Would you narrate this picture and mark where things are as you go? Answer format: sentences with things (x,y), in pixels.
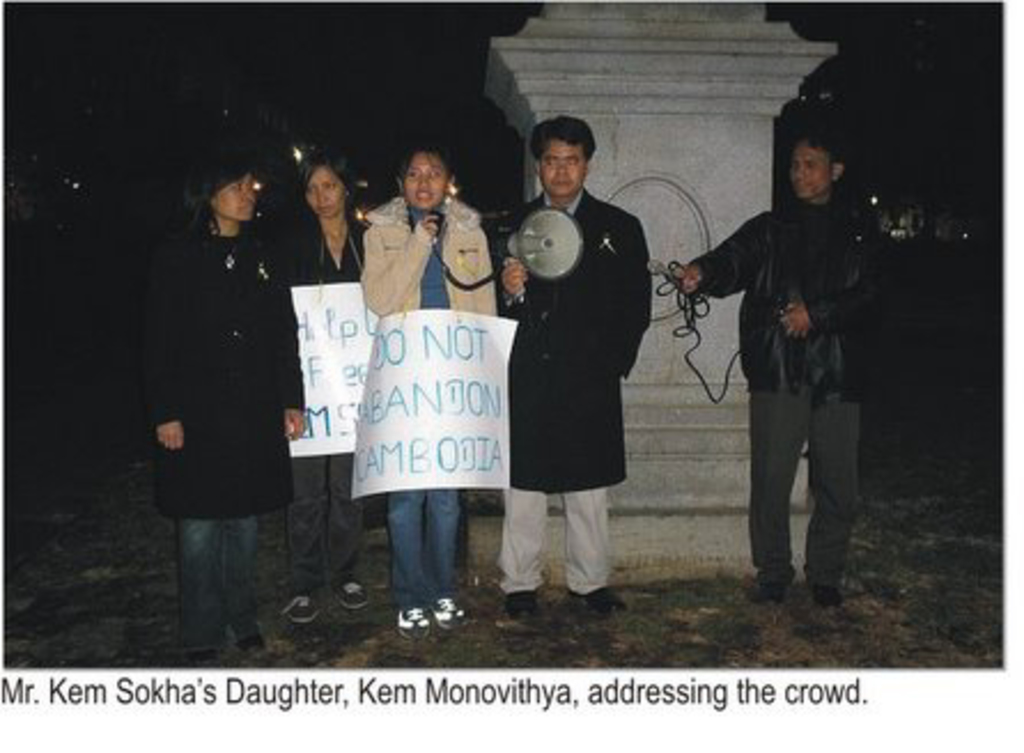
In this image I see 3 women (327,218) and 2 men (570,429) and I see that there are 2 papers (370,325) over here and I see few words (388,390) written on it and I see that this man (580,348) is holding a megaphone (530,227) in his hand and I see that this man (785,263) is holding wires (723,389) and I see the white thing (664,346) over here and it is dark in the background (849,186) and I see few words (839,693) written over here too.
